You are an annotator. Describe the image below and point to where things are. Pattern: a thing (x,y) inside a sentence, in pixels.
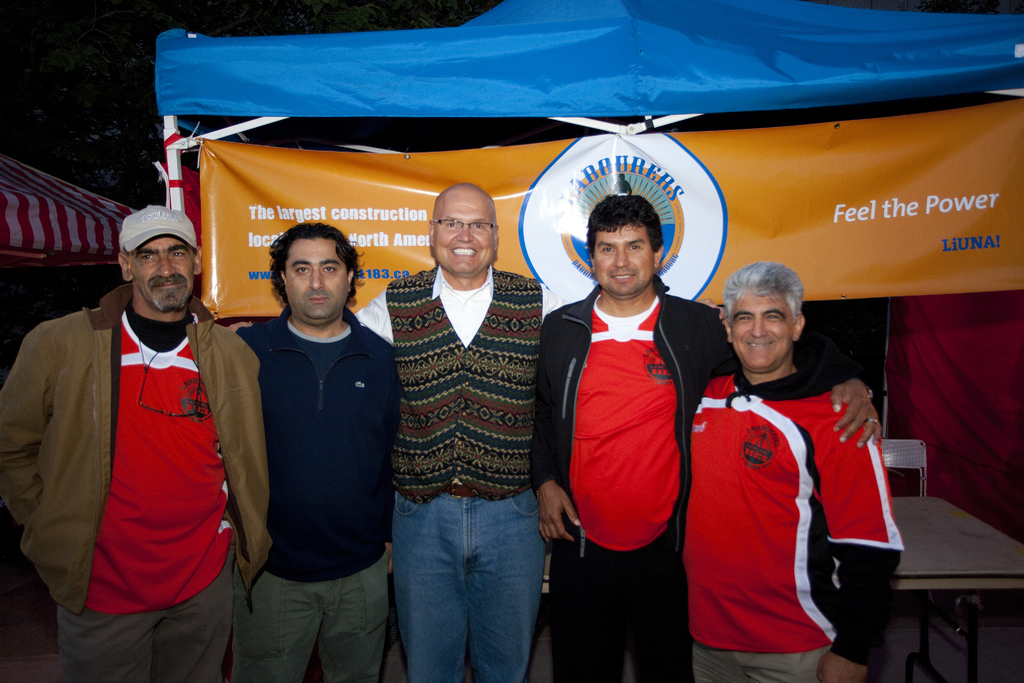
In the foreground (645,514), I can see five persons (696,546) are standing on the ground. In the background (958,467), I can see a table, banner (382,228), tents (962,489) and trees (145,160). This picture might be taken during night.
